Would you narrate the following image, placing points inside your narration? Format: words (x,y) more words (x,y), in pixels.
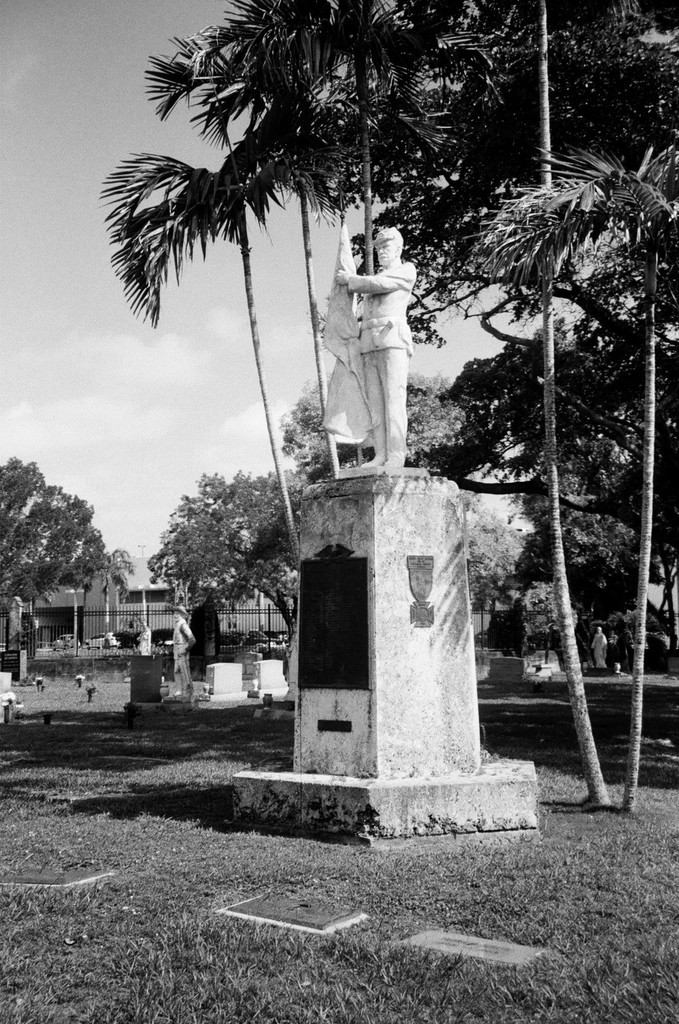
In this image I can see the statue (338,337) of the person (355,287). In the background (54,626) I can see few more statues (148,646), many trees (476,604), railing (125,622) and the building (52,615). I can also see the sky (77,364) in the back (227,362). I can see this is a black and white image.
